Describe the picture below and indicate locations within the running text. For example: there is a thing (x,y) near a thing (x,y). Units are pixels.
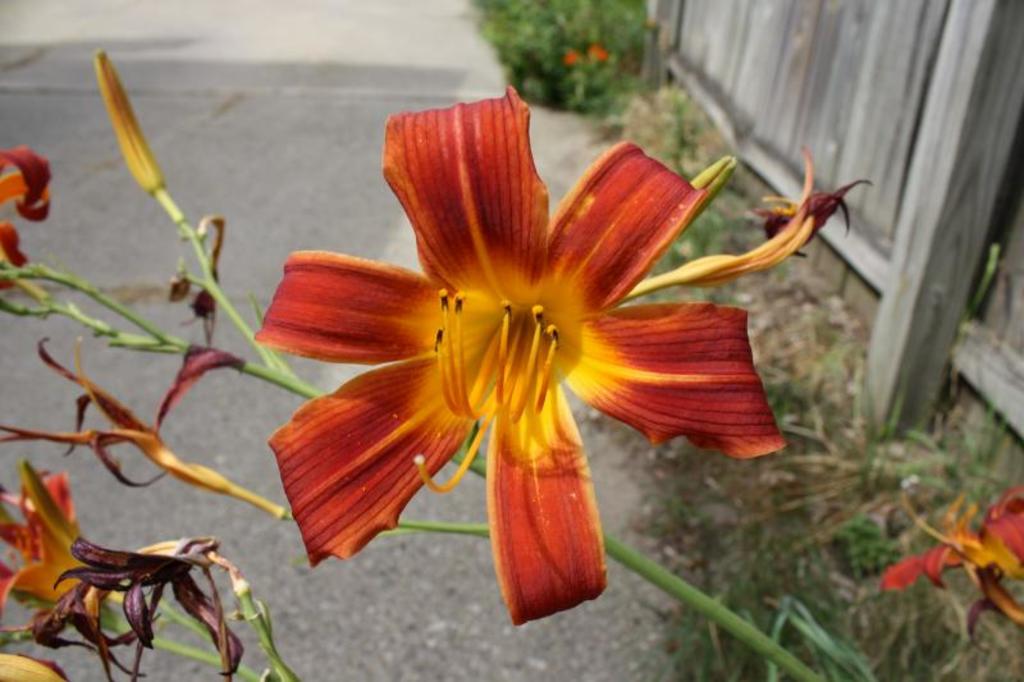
In the image there is a flower plant (394,354) in the front (365,372) and behind its road (258,237) with plants (615,85) on the right side (842,460) in front of the fence (755,59).
